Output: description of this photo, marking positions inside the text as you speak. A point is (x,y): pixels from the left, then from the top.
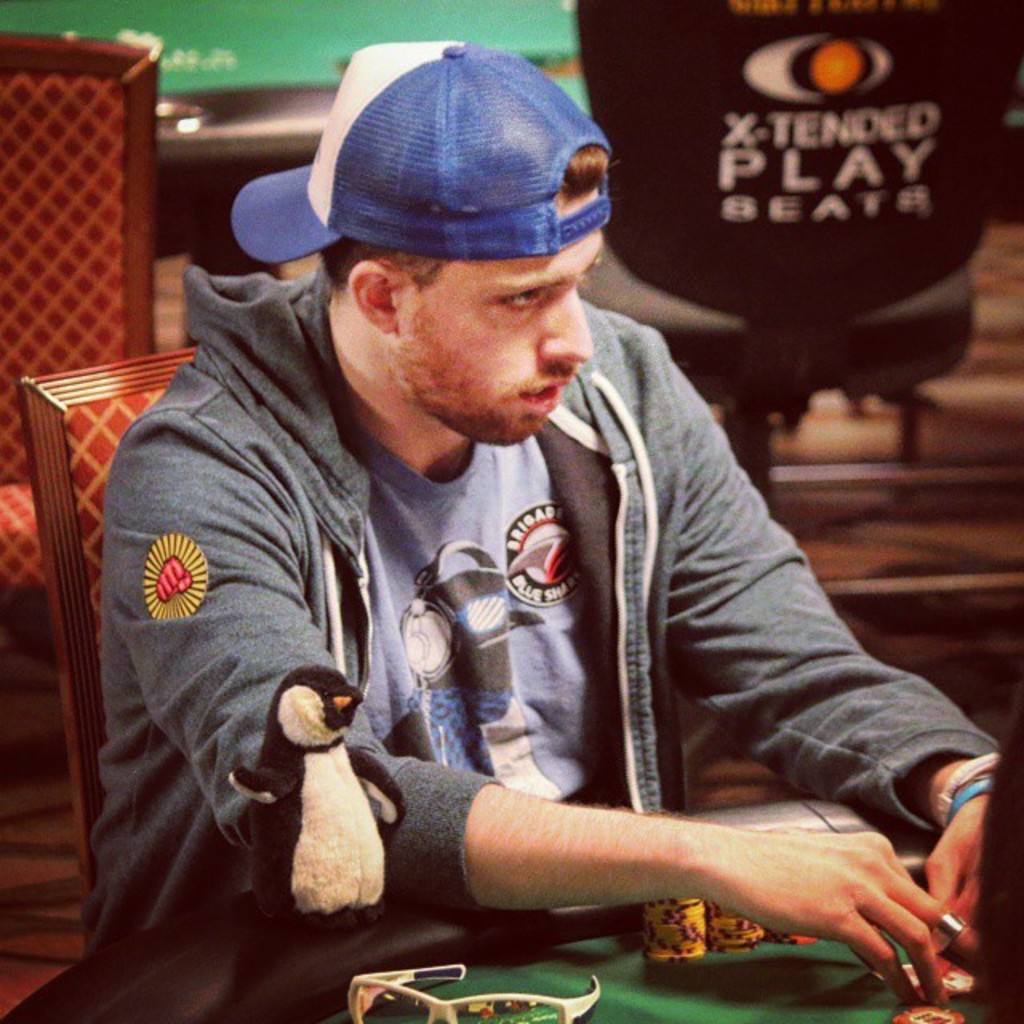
In the center of the image (484,582) we can see a man (442,398) sitting. He is wearing a jacket (280,511), before him there is a table (459,958) and we can see glasses (557,1006) and casino chips (702,944) placed on the table (609,1006). In the background (688,285) there are chairs (71,336).
